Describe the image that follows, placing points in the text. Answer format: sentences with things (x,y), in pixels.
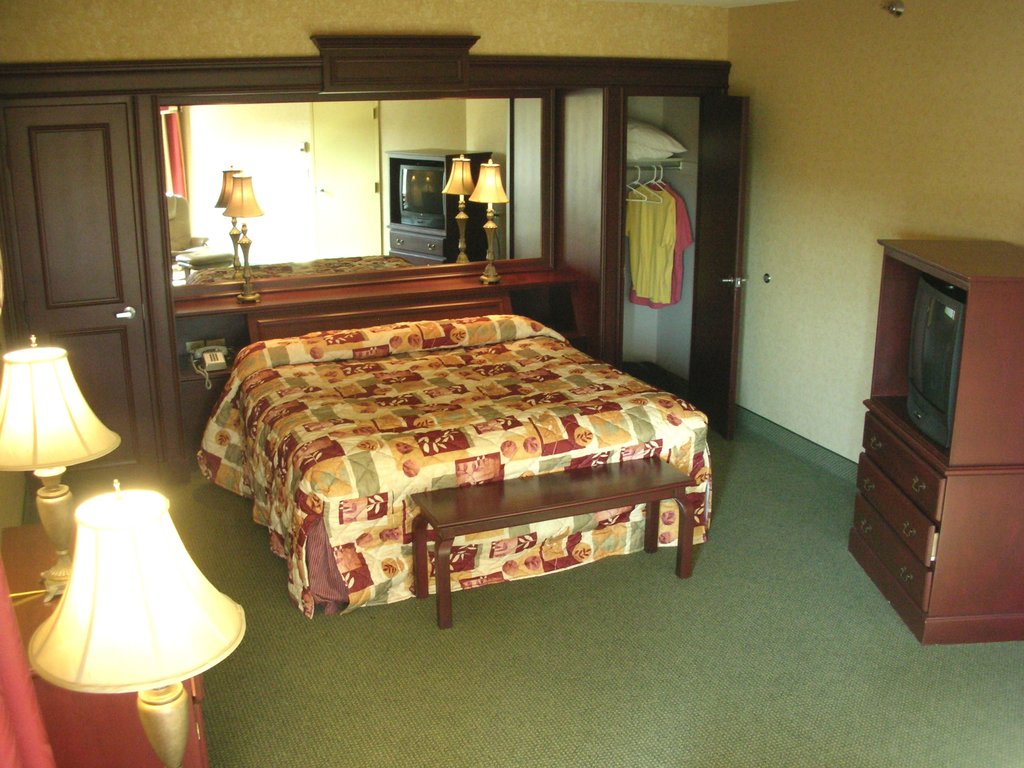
The picture is clicked inside the house (307,675) and a bed (371,343), television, cupboard (594,311), bed lamps (42,437) and wooden door (103,328) is in it.
